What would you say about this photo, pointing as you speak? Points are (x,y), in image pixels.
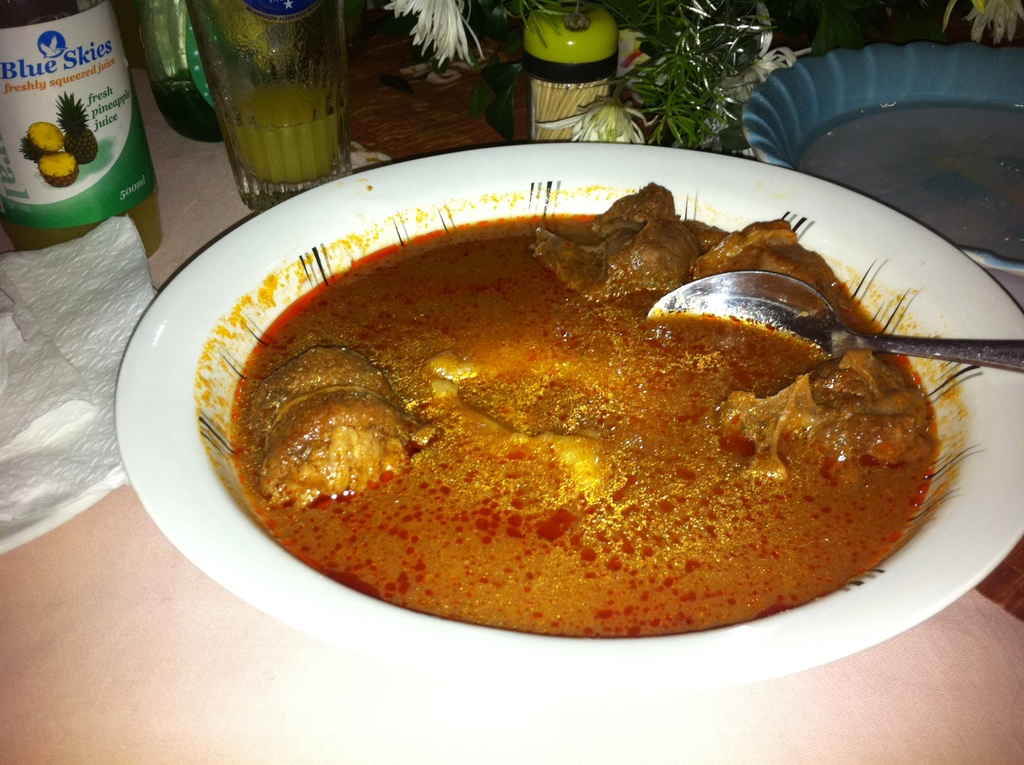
In this image, we can see a bowl (490,210) with some food (506,342) and a spoon (1000,354) is placed on a surface (582,733). We can also see some objects (128,223) like a glass (255,80), a bottle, tissues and a plate (755,110). We can also see some plants (754,58) with flowers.
